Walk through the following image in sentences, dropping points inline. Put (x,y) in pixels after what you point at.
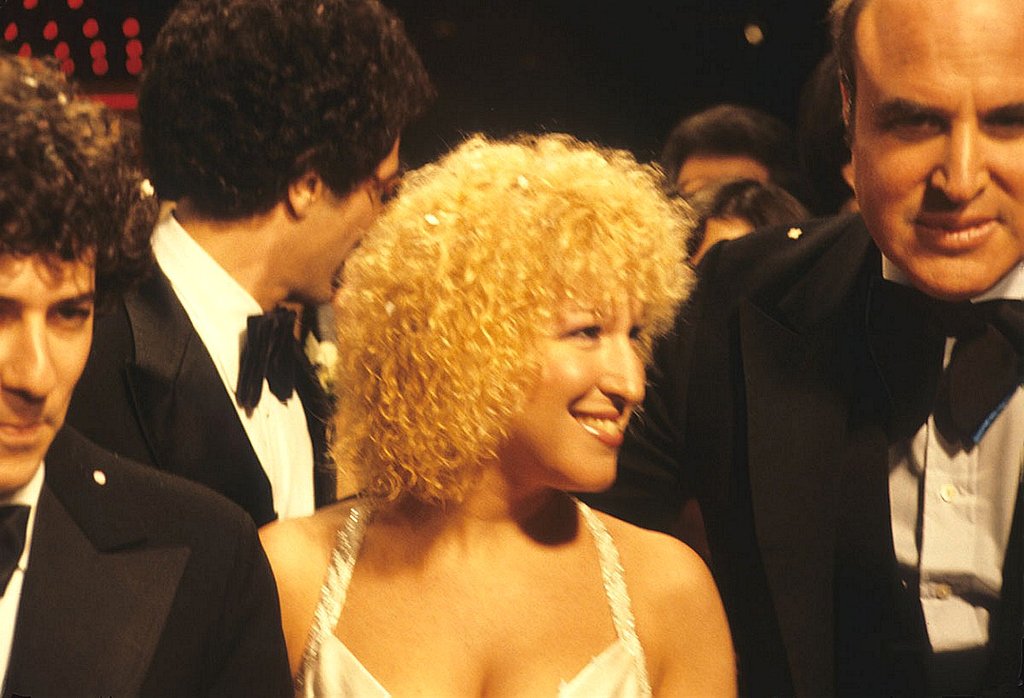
In this picture there is a woman (559,637) wearing white dress (609,666) is standing and there are two persons (221,561) standing on either sides of her and there are few other people (771,132) standing in the background (350,96).
